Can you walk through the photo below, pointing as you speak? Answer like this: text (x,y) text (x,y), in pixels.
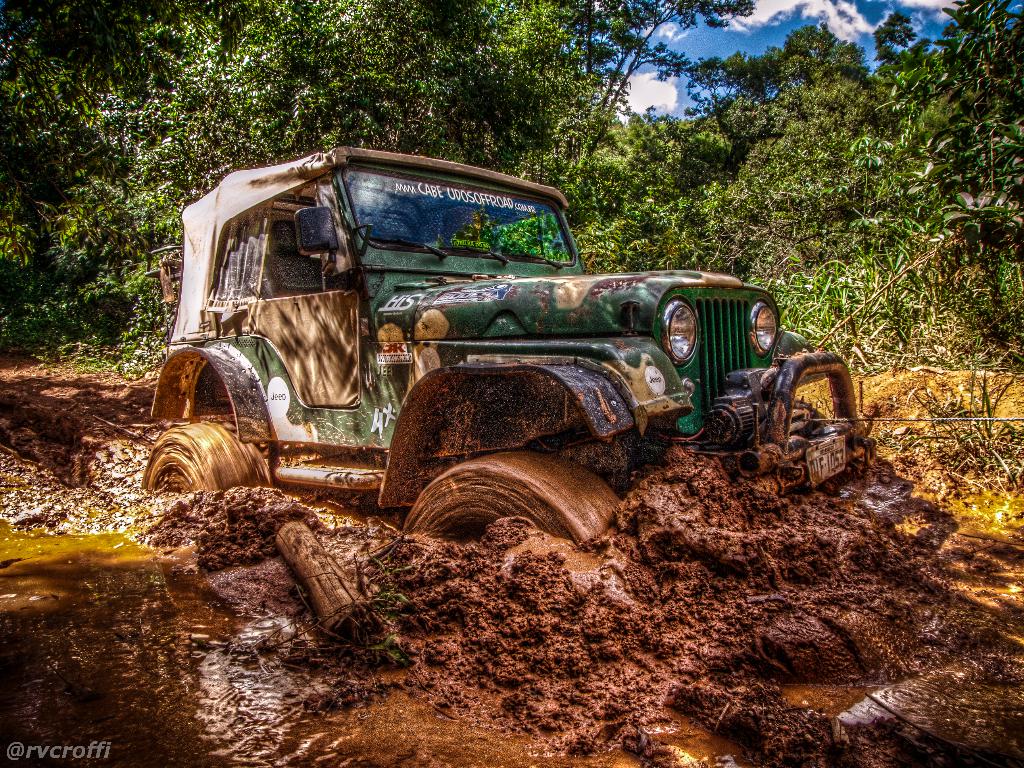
There is a vehicle (711,448) in the mud (672,550) and the text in the foreground area of the image (591,472), there are trees (600,185) and the sky (645,97) in the background (738,191).
